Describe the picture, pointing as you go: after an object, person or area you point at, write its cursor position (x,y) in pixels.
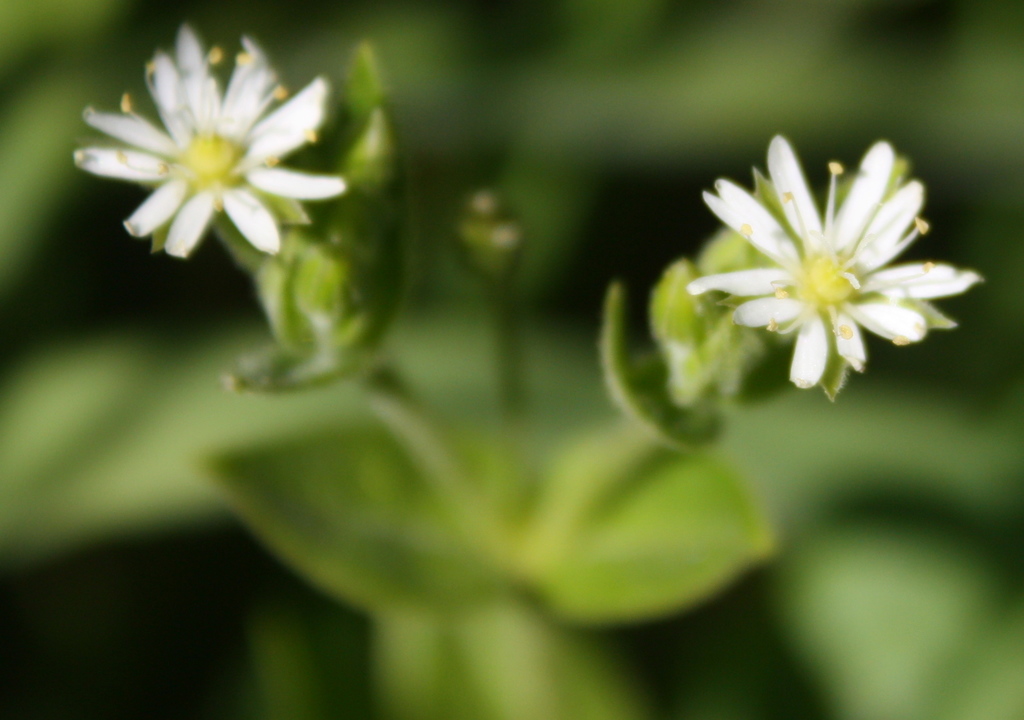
In this image we can see a plant (327,302) with flowers (108,127) and the background (1014,150) is blurred.
